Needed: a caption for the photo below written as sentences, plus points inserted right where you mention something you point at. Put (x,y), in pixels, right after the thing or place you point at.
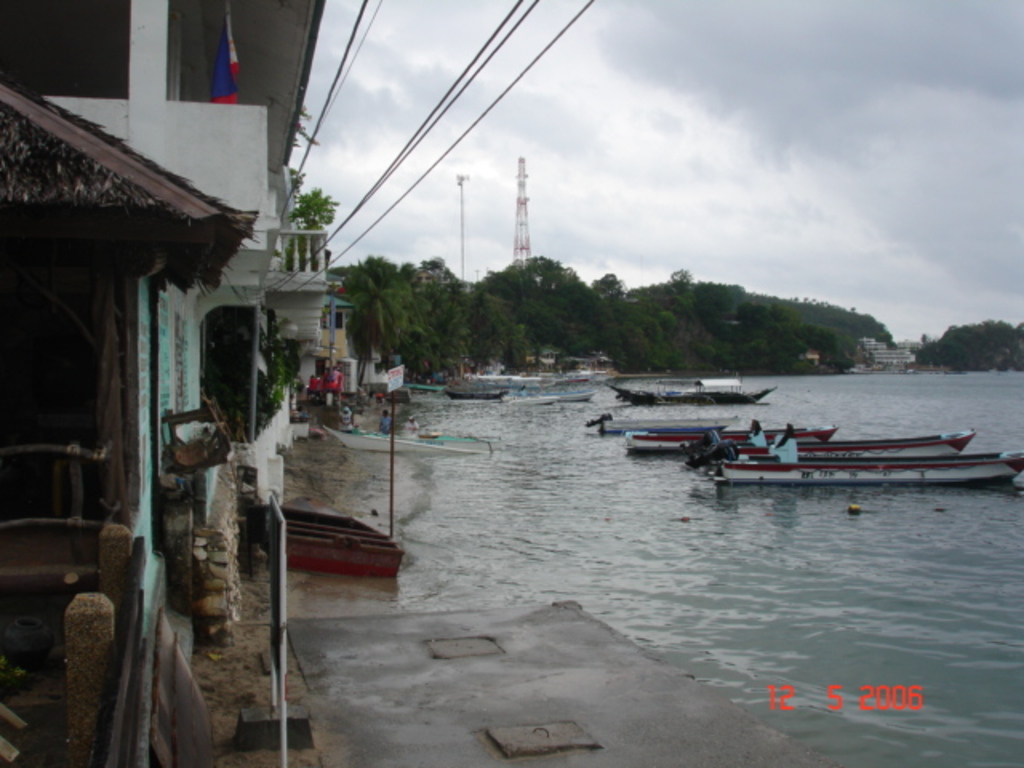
In this image there are boats (892,466) in the water (665,464). On the left side of the image (212,206) there is a hut (30,119). There are people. There are boards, buildings (78,2), trees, cables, towers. At the top of the image (858,92) there are clouds (863,108) in the sky (893,130). There are numbers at the bottom of the image (904,695).
